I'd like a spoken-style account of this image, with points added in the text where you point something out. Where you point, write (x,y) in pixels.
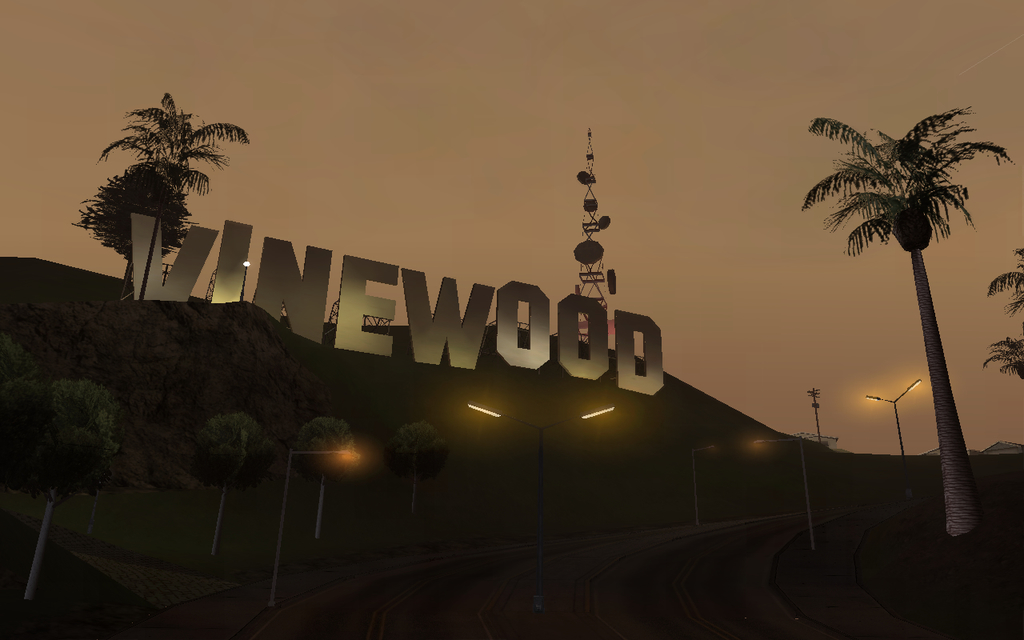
In this picture I can see a hill (548,404) and I can see trees (1013,291) and few pole lights (900,430) and a tower (591,244) on the hill (92,283) and I can see large size of text (452,320) and a cloudy sky (686,347).
